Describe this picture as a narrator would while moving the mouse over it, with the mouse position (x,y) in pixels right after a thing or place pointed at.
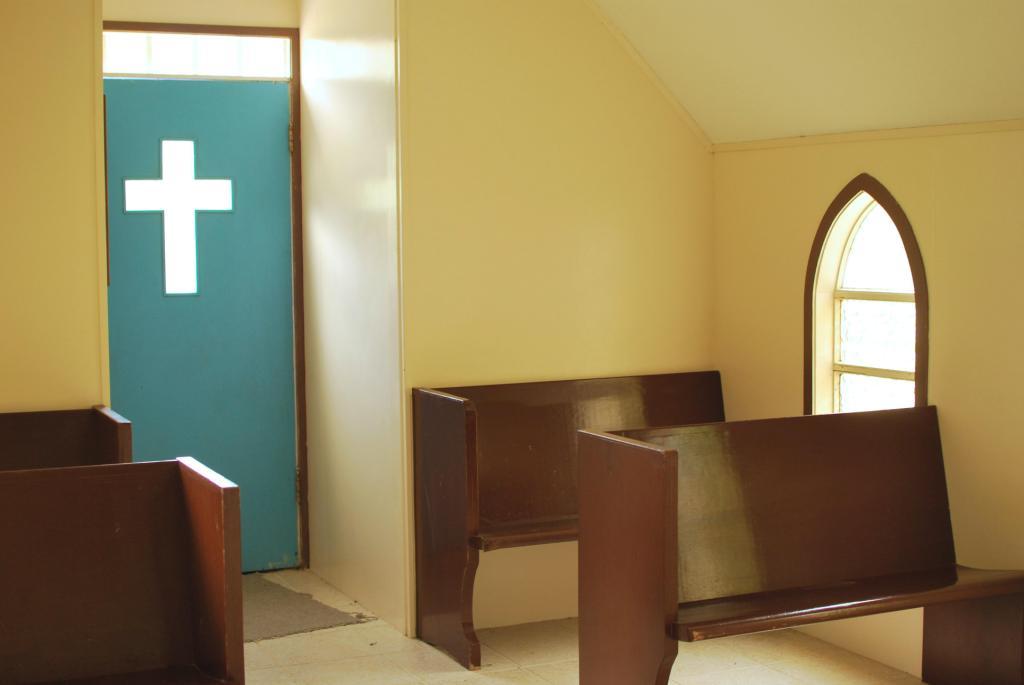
This picture describes about inside of the room (246,397), in this we can find few benches (472,460) and a door (153,302).
